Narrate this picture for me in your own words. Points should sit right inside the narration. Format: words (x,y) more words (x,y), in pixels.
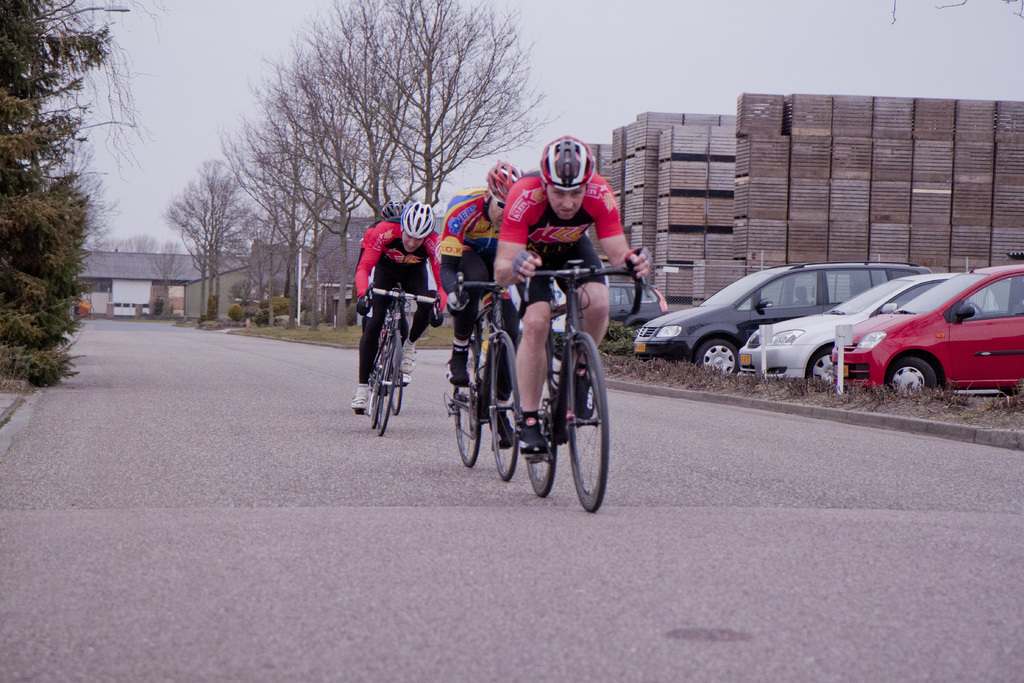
In this picture there are people (606,196) in the center of the image (534,326), they are cycling and there are cars (868,279) and trees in the image, it seems to be, there are wooden crates (754,209) and houses (332,253) in the background area of the image (356,241).
